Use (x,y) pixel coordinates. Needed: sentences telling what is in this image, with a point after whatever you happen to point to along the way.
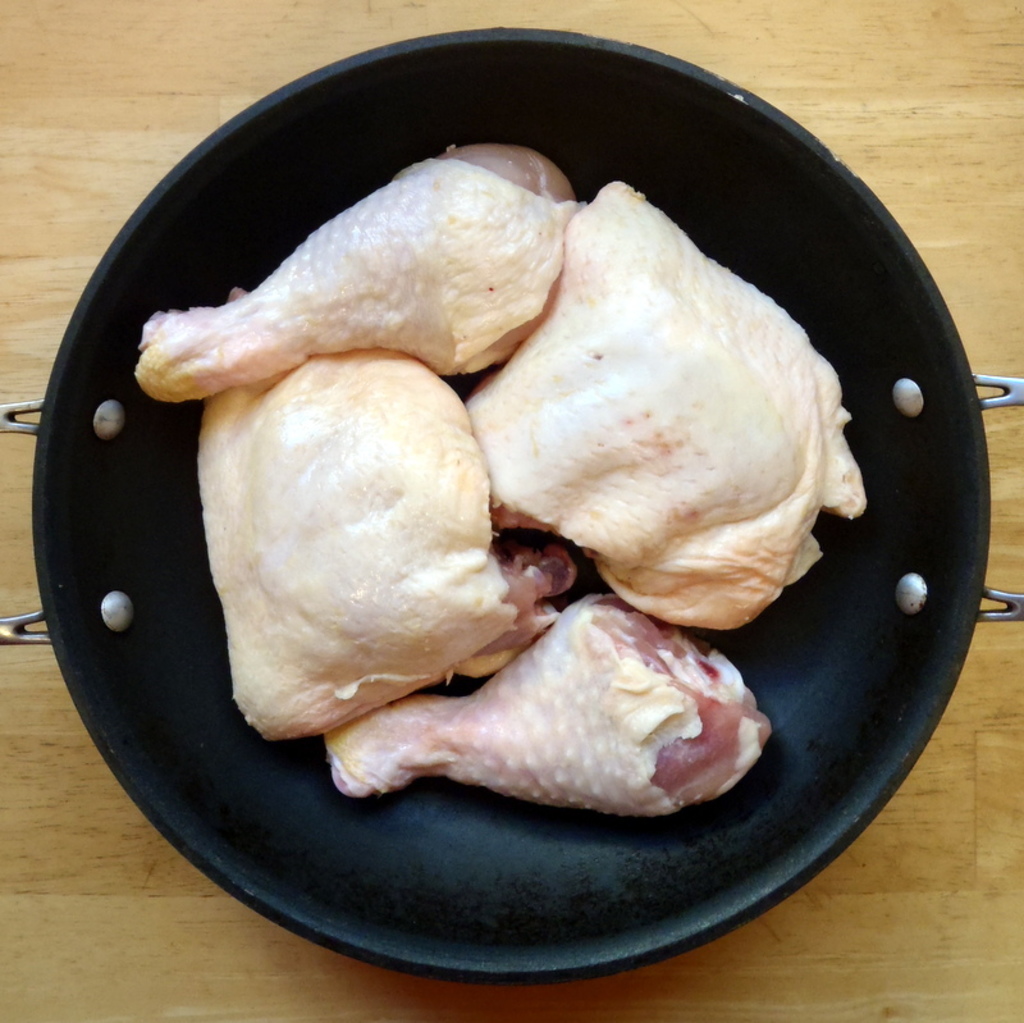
In this image, we can see chicken pieces (372,387) in the vessel (312,838). At the bottom (202,973), there is a table (844,884).
